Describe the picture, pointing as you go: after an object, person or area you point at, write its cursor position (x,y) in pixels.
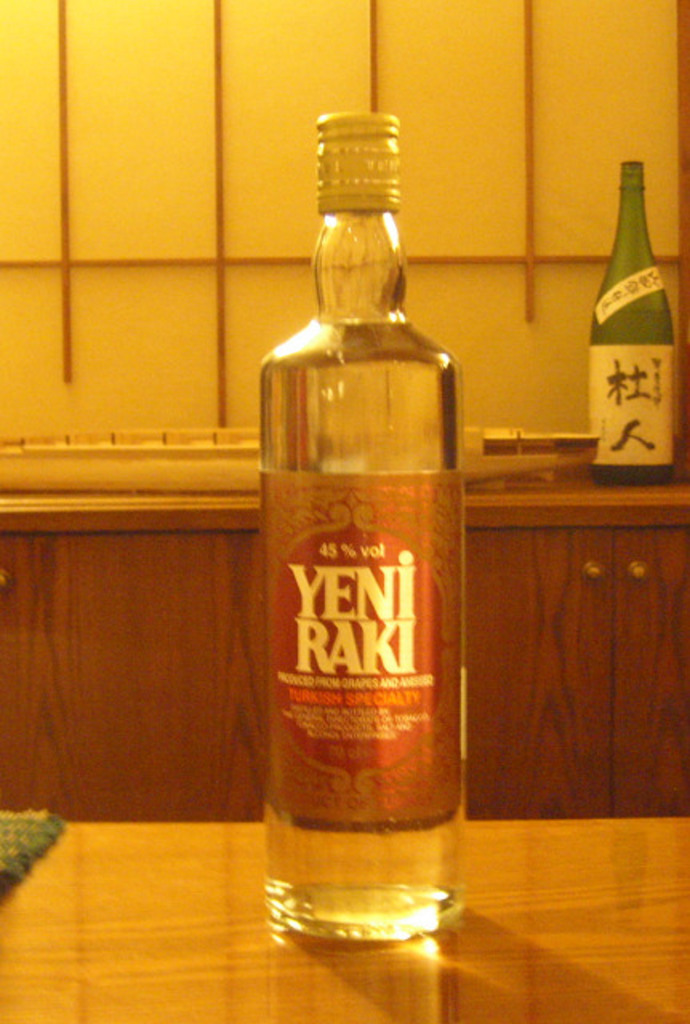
In this picture there is a raki bottle (452,365) kept on a table (58,983) and a background (638,215) is another wine bottle (602,410).
